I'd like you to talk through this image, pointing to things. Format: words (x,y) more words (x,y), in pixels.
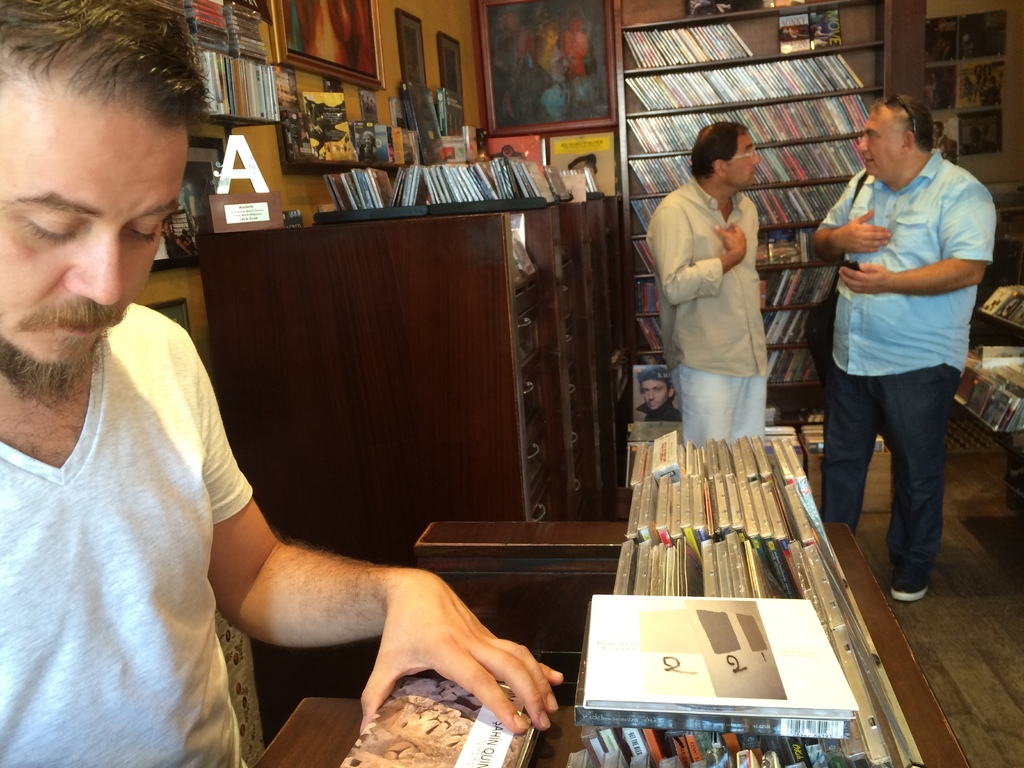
In this image we can see three persons (912,339) are standing, there are books (788,367) in a rack (665,155), there are books (658,633) on the table (591,542), there are cd boxes (637,692) on the table (510,563), there is a wall (484,94) and photo frames (484,94) on it.
